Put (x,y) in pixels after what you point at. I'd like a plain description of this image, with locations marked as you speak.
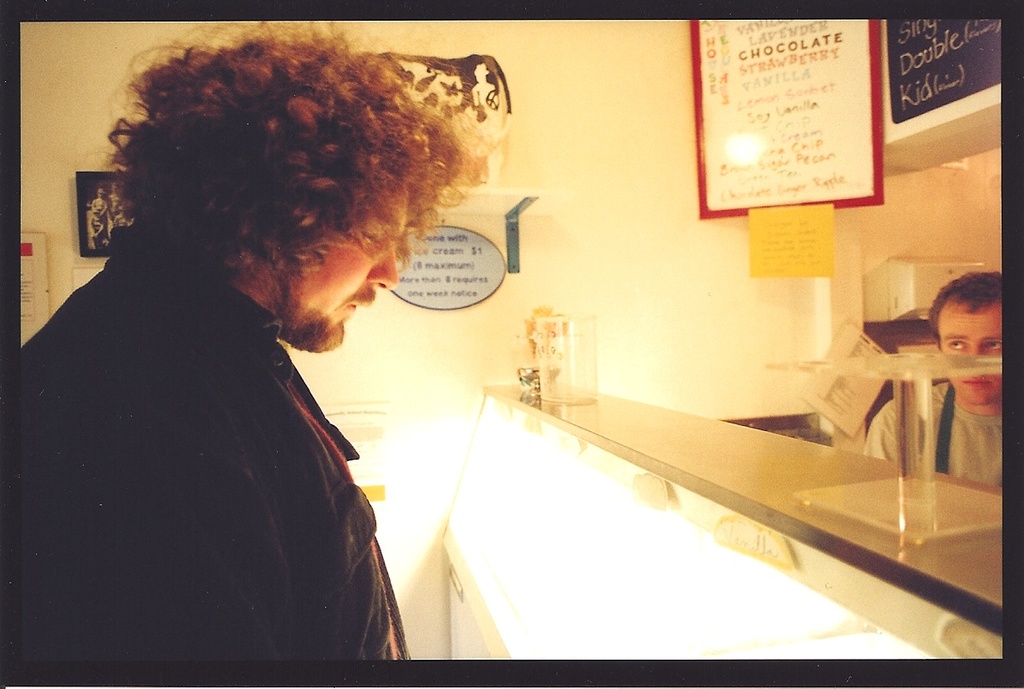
In this image we can see few people (263,560). There is a showcase (782,513) in the image. There are few boards (848,138) in the image. There are few objects (92,177) on the wall (889,139). There are few objects (560,380) in the image.
